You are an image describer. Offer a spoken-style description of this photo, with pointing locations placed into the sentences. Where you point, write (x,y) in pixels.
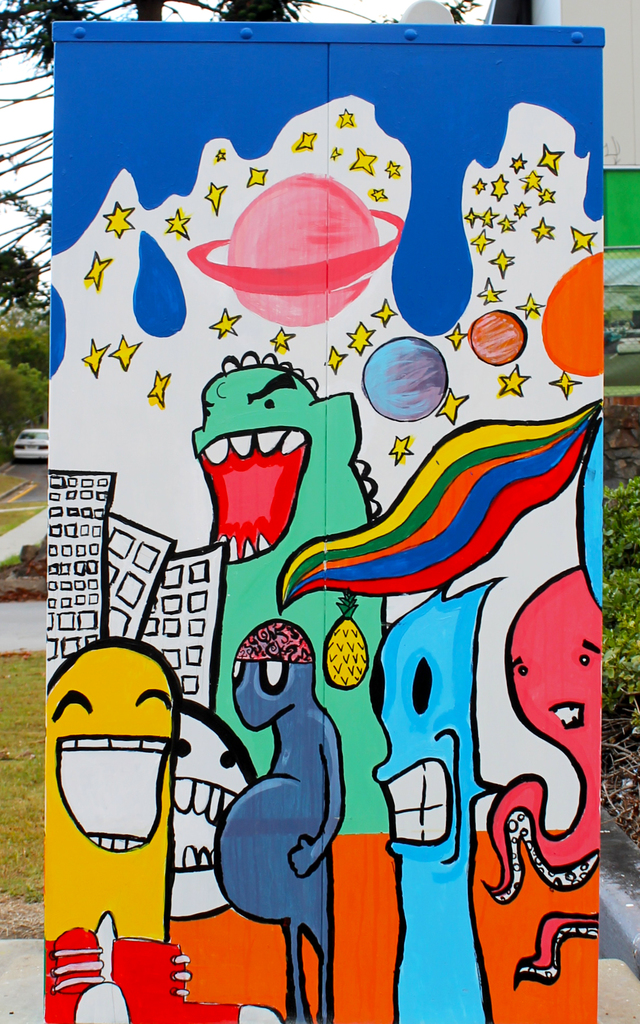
In this image there is a banner (291,712) with some painting (317,598) on it, behind the banner (264,538) there is a building (627,35), trees (269,16), a car (32,430) parked on the road (34,466), grass (28,751) and plants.
